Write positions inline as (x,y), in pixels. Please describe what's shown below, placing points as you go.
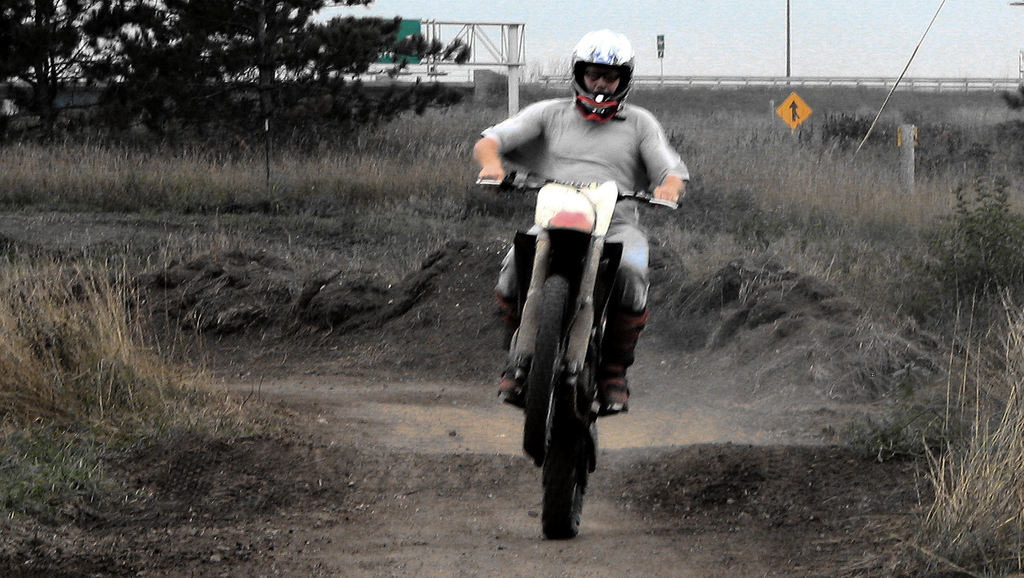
In the picture we can see a person (554,155) wearing ash color T-shirt (571,171), helmet (595,120) riding motorcycle (560,220) and doing wheelie and in the background of the picture (15,52) there are some trees (275,116), hoarding (504,58) and clear sky (1011,29).
